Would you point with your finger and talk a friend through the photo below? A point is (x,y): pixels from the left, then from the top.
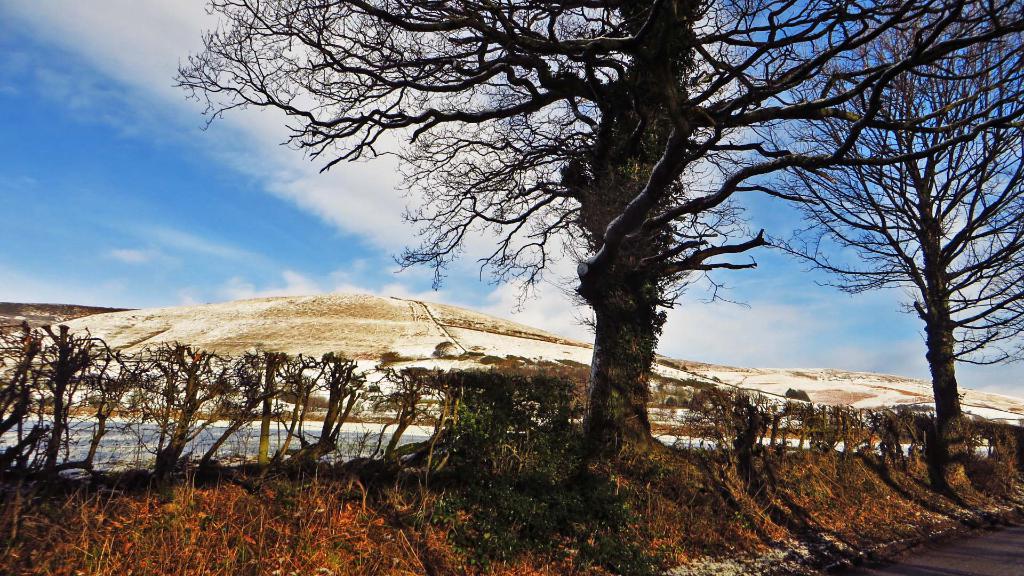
Sky (195,171) is cloudy. Here we can see trees (304,388) and plants (743,432). Background (548,356) there are mountains (490,323).
